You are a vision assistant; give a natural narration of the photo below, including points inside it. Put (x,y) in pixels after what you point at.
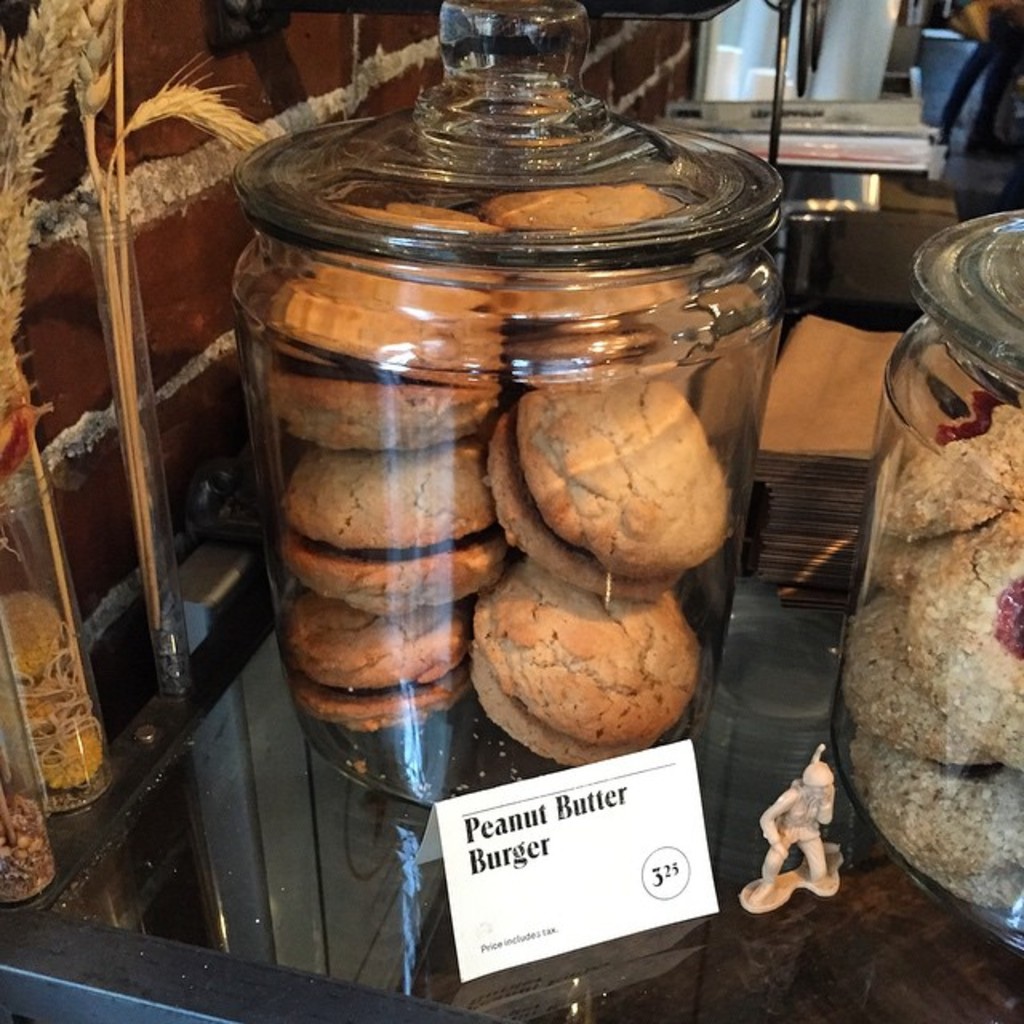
In this image, in the middle (505,448) there is a jar (572,358) inside that there are cookies (491,403). On the right (973,583) there is a jar (976,598) inside that there are cookies (946,593). At the bottom (495,896) there is a poster (546,863), glass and a toy (778,861). In the background (159,316) there are jars (82,709) and a wall (228,169).
